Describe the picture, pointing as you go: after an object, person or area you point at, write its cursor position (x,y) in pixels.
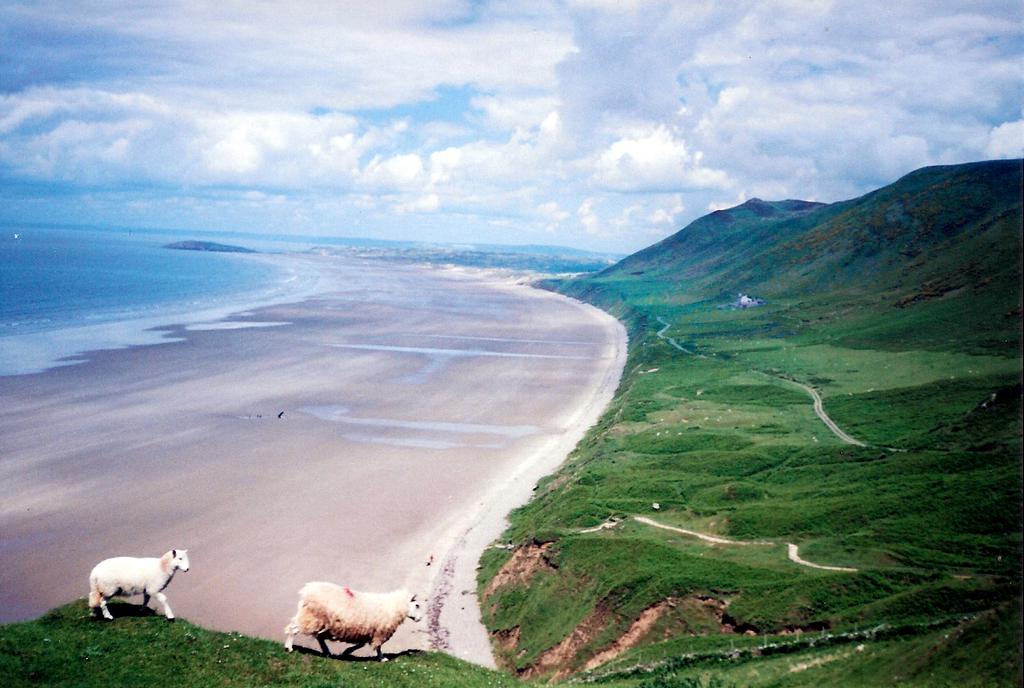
In this image there is a beach (449,368) and in front of that there are mountains (1010,211) with grass (861,654), also there are two sheeps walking on the grass (1017,580).
